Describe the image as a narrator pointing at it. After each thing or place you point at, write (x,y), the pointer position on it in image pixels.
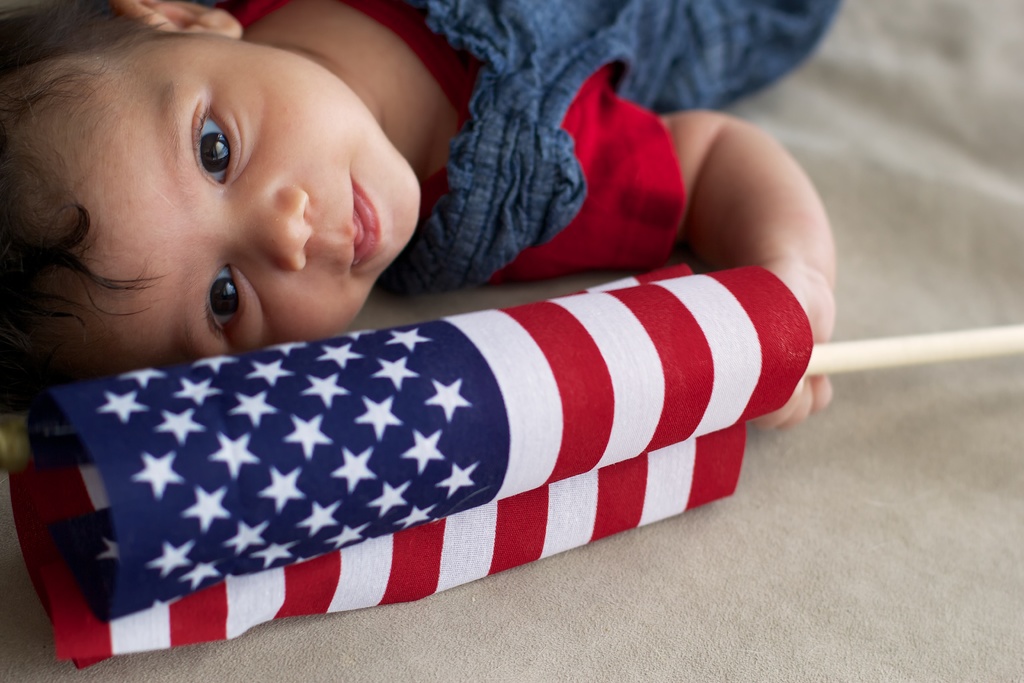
In this image, we can see a baby (540,138) wearing clothes (664,83) and holding a flag (787,383) with his hand (816,305).
